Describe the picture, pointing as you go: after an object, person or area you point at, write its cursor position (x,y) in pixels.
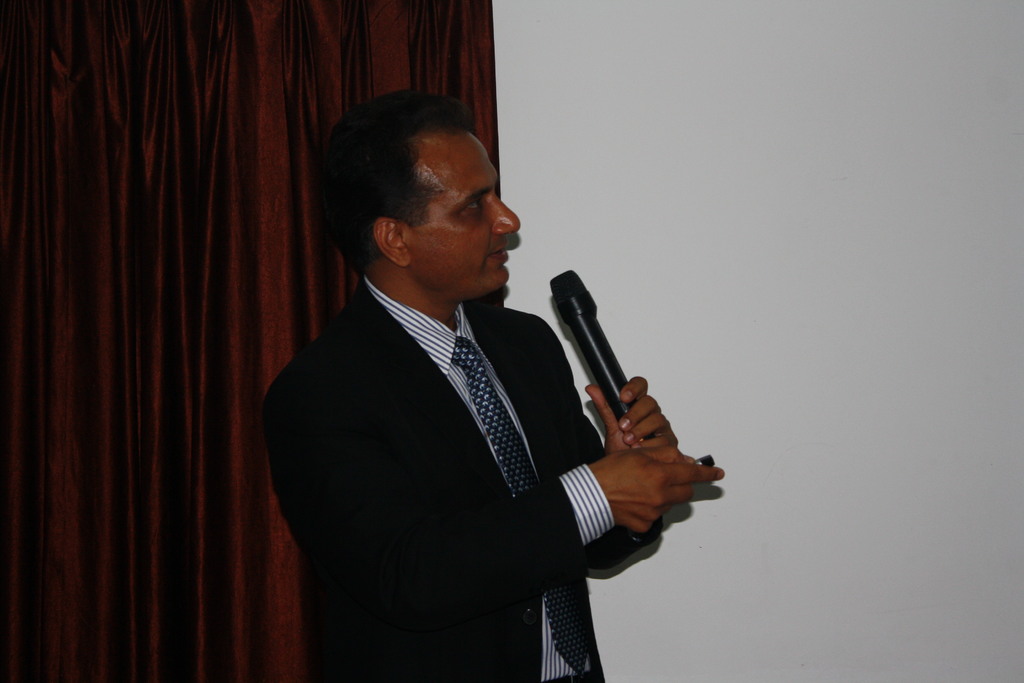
In the center of the picture (677,438) a person (285,410) is standing holding a microphone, he is talking. On the left (191,184) there is a red color curtain (191,235). On the right (814,430) there is a white wall (913,496).
